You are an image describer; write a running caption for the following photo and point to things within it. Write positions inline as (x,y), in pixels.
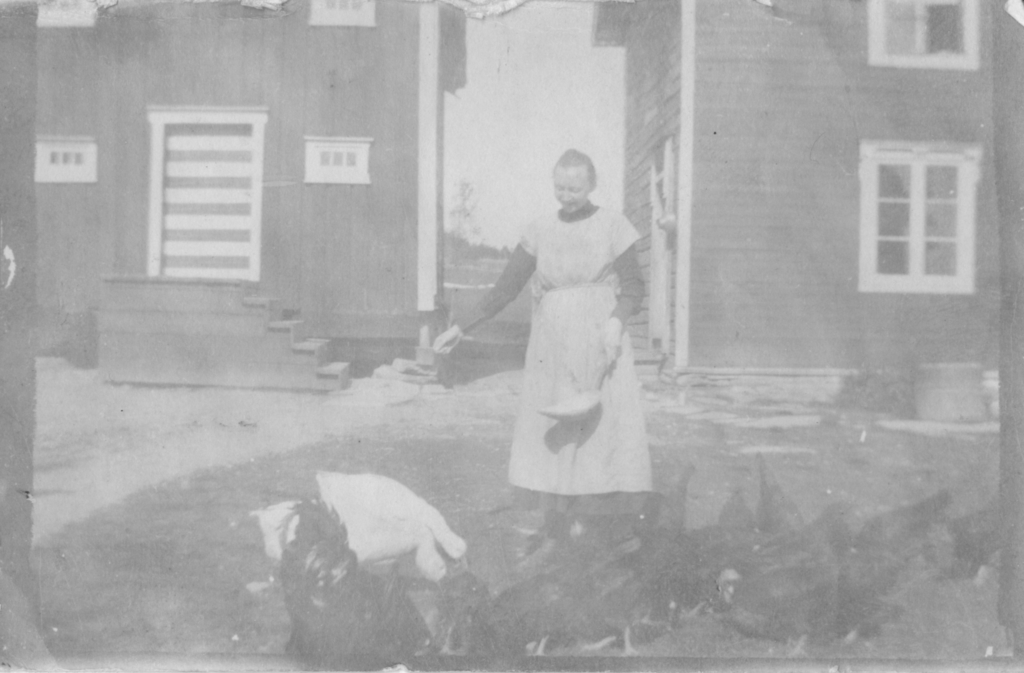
This is a black and white image, in this image there is a woman (580,329) standing on a ground (676,416), in front of her there are birds (305,619), in the background (338,74) there are houses (629,106).
